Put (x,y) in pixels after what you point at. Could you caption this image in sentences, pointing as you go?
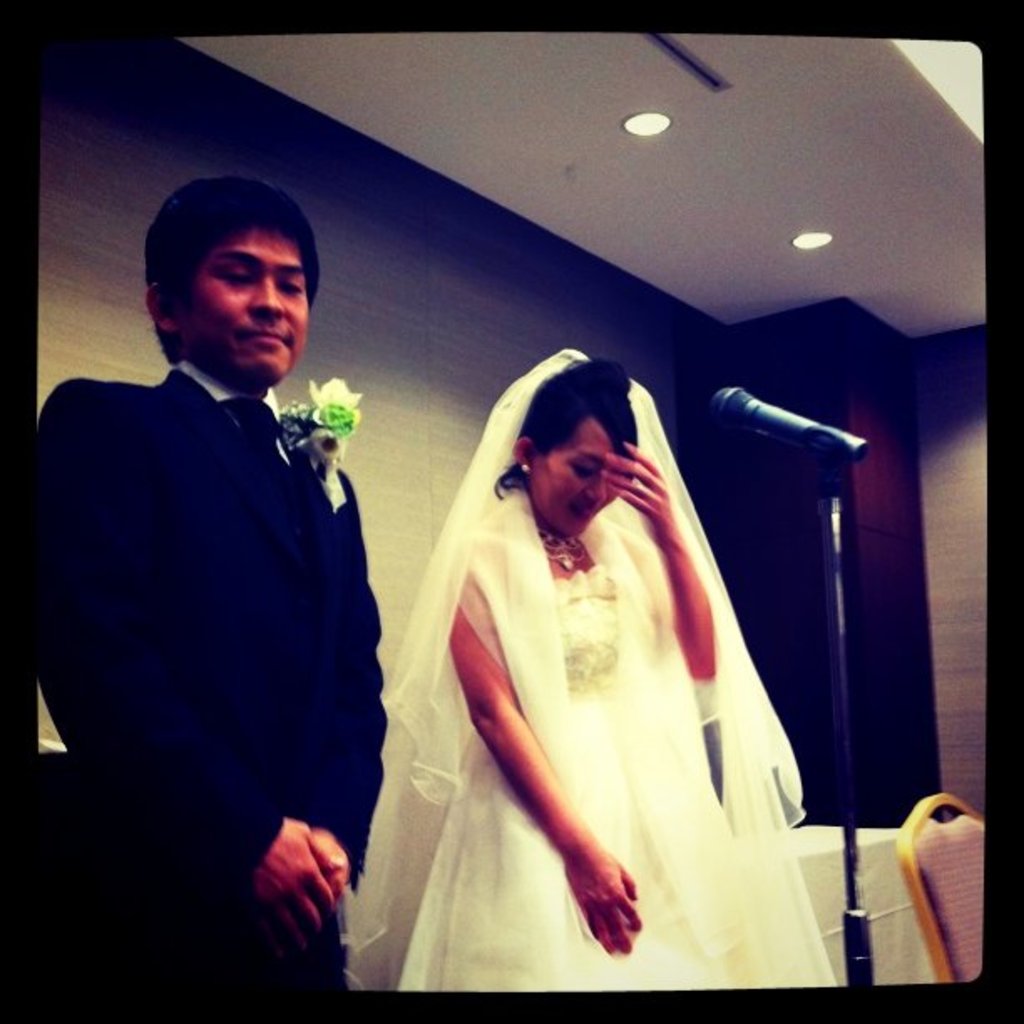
This is an edited picture. In this image there is a woman (748,983) with white dress (660,889) is standing and there is a man (212,715) with black suit (192,814) is standing. On the right side of the image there is a microphone (864,930) and there is a chair (906,878). At the back (901,972) there is a table (891,890). At the top (668,118) there are lights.
